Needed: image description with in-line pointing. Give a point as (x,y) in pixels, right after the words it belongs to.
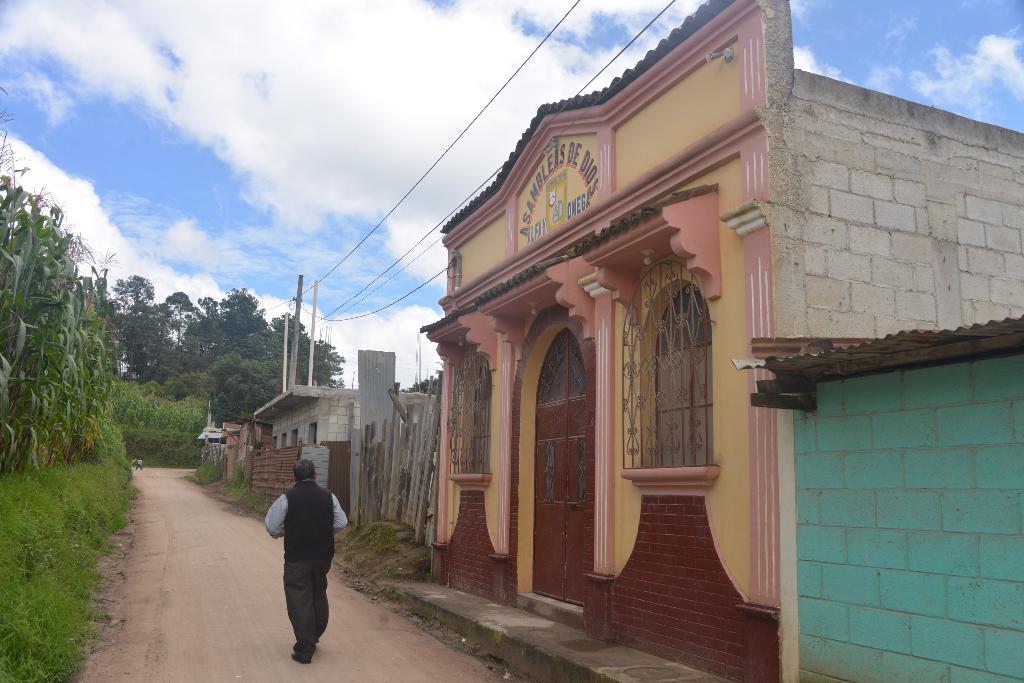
In this image there is a man (315,636) walking on the road (253,612). Beside him there are buildings (472,413). At the top (231,137) there is the sky (197,161). On the left side (71,421) there are small plants (83,516) on the ground (80,561). On the right side (855,532) bottom there is a wall (925,494), Above the wall (889,396) there are asbestos sheets (876,346). There are poles (293,338) on the building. To the poles (299,309) there are wires (340,306).
